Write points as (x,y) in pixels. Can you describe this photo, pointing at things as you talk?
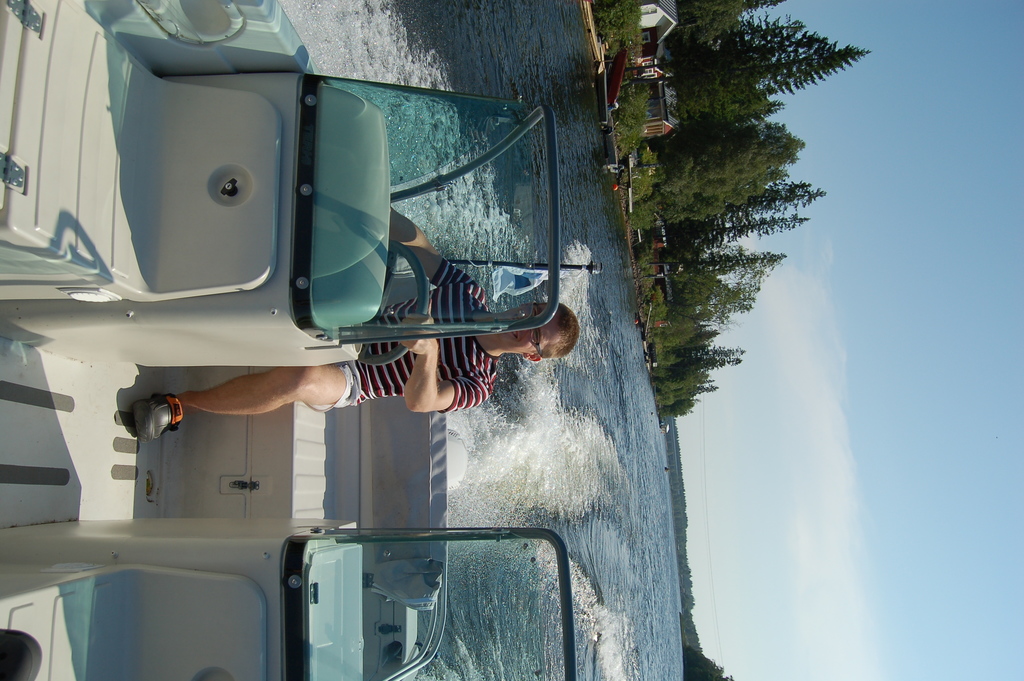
In this image, there is a person (555,322) wearing clothes (454,368) and sitting on the boat (328,428) which is floating on the water (601,456). There are some tree (696,58) at the top of the image (710,63). There is a sky (836,232) on the right side of the image (867,319).
